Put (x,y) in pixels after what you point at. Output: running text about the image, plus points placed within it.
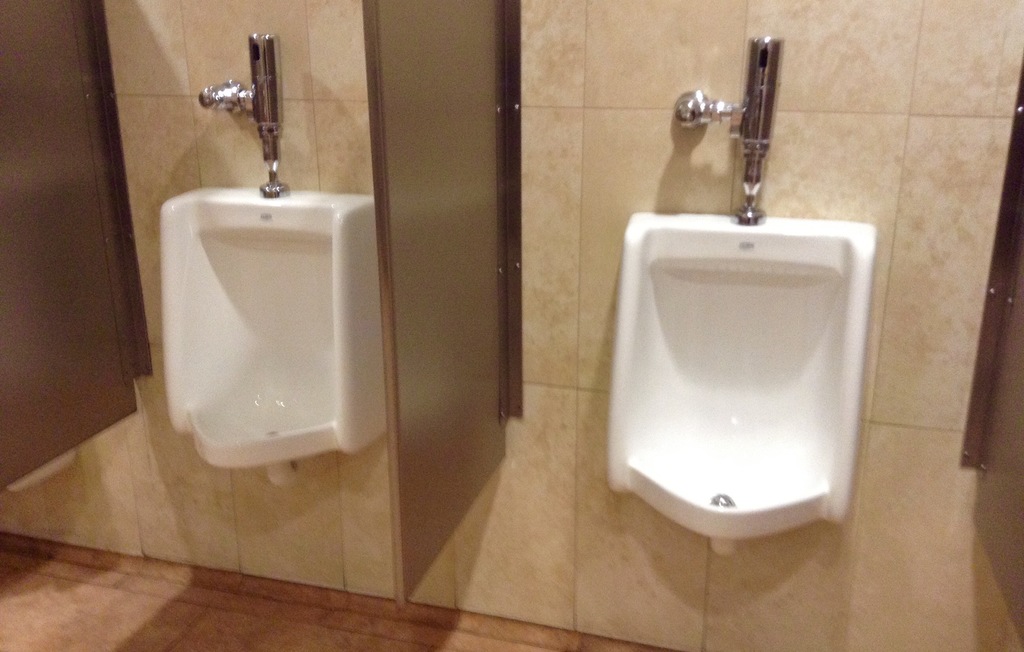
In this picture we can see toilet sinks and we can see a wall (830,594) in the background (601,571).
